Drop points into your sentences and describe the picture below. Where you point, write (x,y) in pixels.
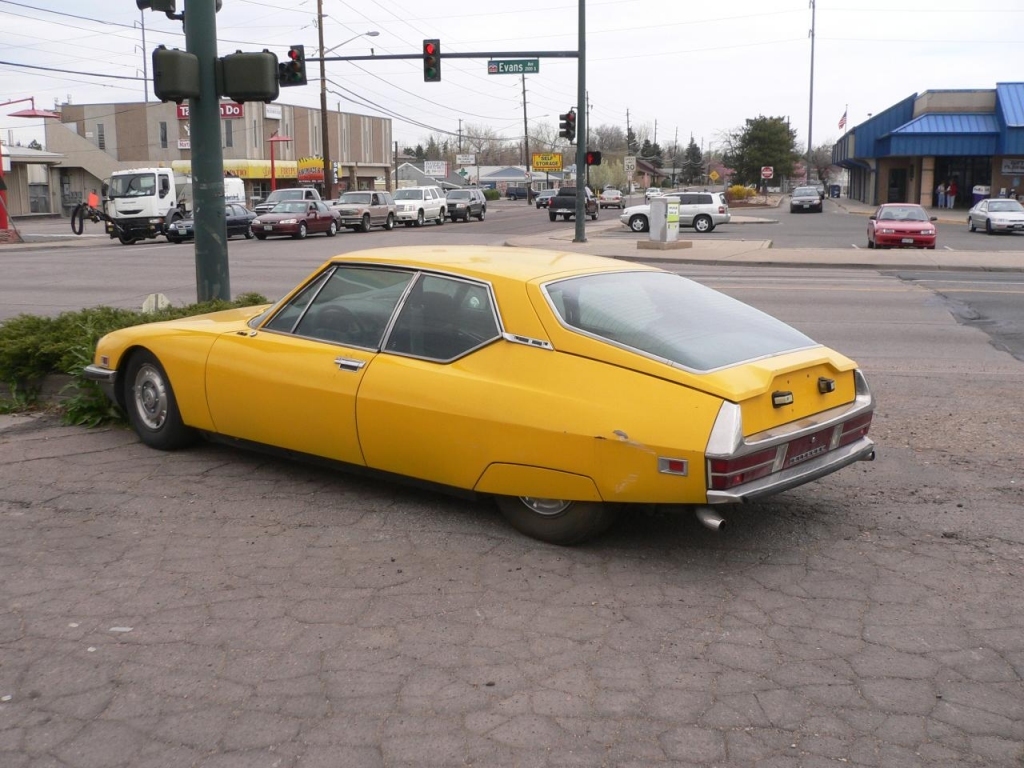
In this picture we can see few vehicles (457,216) on the road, and also we can see few poles (196,162), traffic lights (568,129), sign boards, trees (482,144) and buildings (292,117).
